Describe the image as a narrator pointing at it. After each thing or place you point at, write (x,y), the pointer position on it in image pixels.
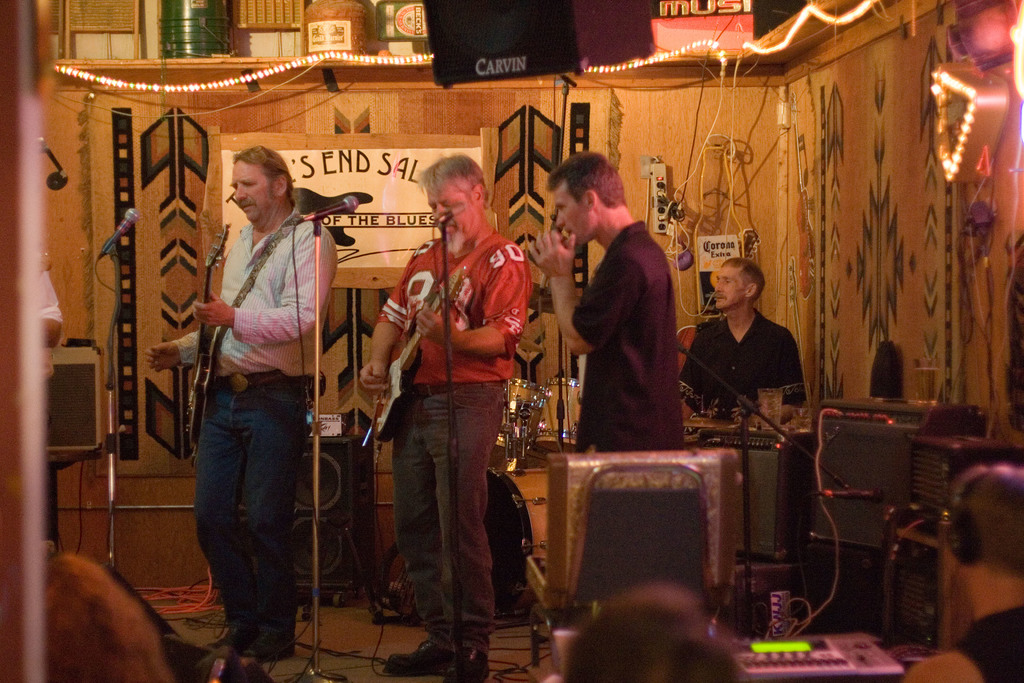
In this picture we can see few persons (444,494) standing in front of a mike (455,488) and playing musical instruments (432,312). Here we can see electronic devices (877,462), chair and one man (795,362) is sitting and playing musical instrument (744,427). On the background (406,181) we can see boards (410,167), painting (394,195), lights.
